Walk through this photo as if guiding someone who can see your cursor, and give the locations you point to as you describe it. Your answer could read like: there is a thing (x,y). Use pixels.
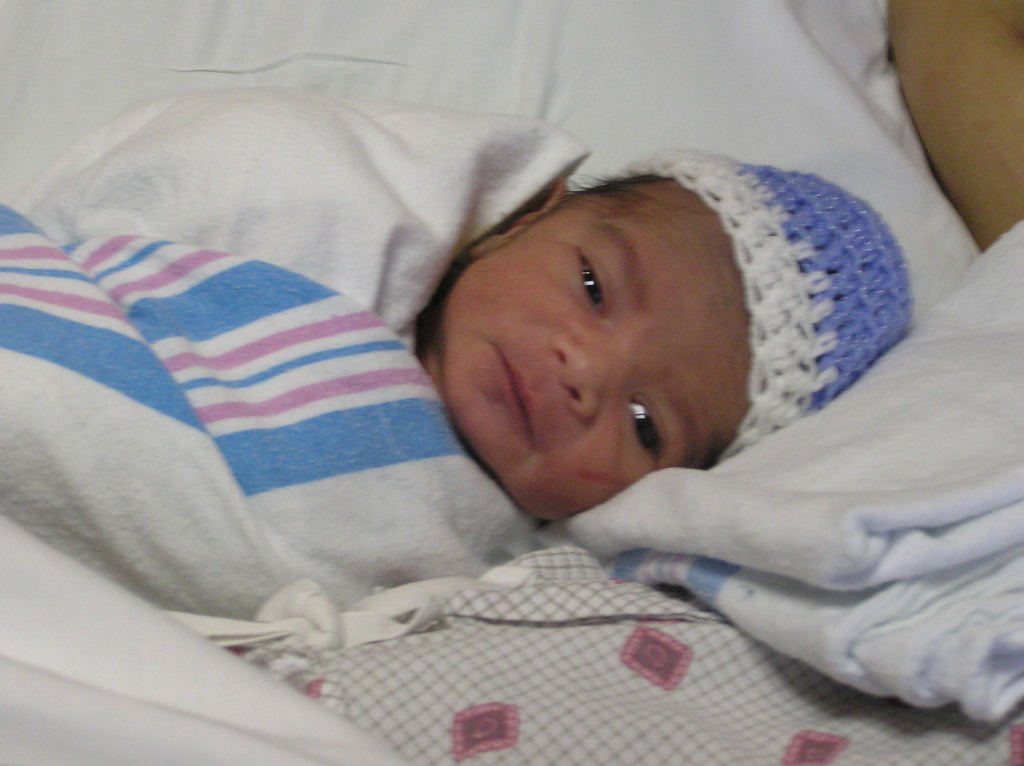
In this picture we can see a baby (663,194) wore a cap (800,201) and lying on a white cloth (424,105), person hand (984,75) and some clothes (476,498).
